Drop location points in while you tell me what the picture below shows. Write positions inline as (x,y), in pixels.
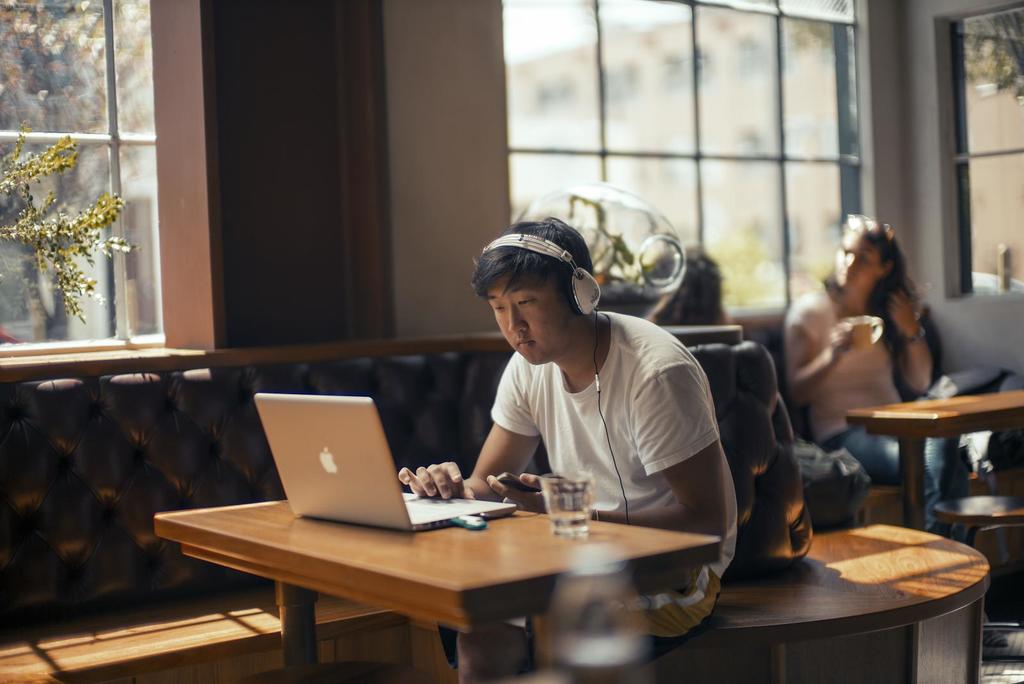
A man (579,369) sitting in coffee shop (451,373) working on his laptop (401,503), wearing headphones (599,285) and holding mobile phone (535,491) in his left hand (512,486). There are two women (864,379) behind talking to each other.
